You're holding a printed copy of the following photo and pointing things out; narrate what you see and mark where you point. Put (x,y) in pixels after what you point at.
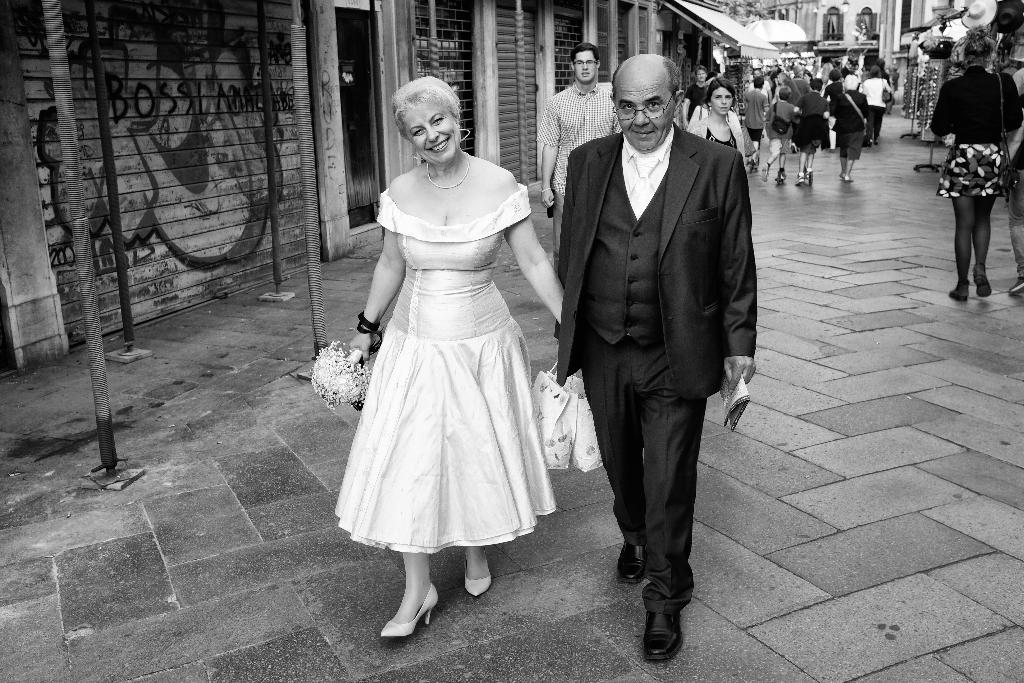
This is a black and white image. I can see the man (628,511) and woman (467,396) walking. This woman (404,351) is holding a flower bouquet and the man (616,399) is holding two bags (584,414). I think these are the shops (471,31) with doors (562,39). I can see the hats (997,20), which are hanging. I can see group of people (988,136) walking. These are the poles (314,184).
